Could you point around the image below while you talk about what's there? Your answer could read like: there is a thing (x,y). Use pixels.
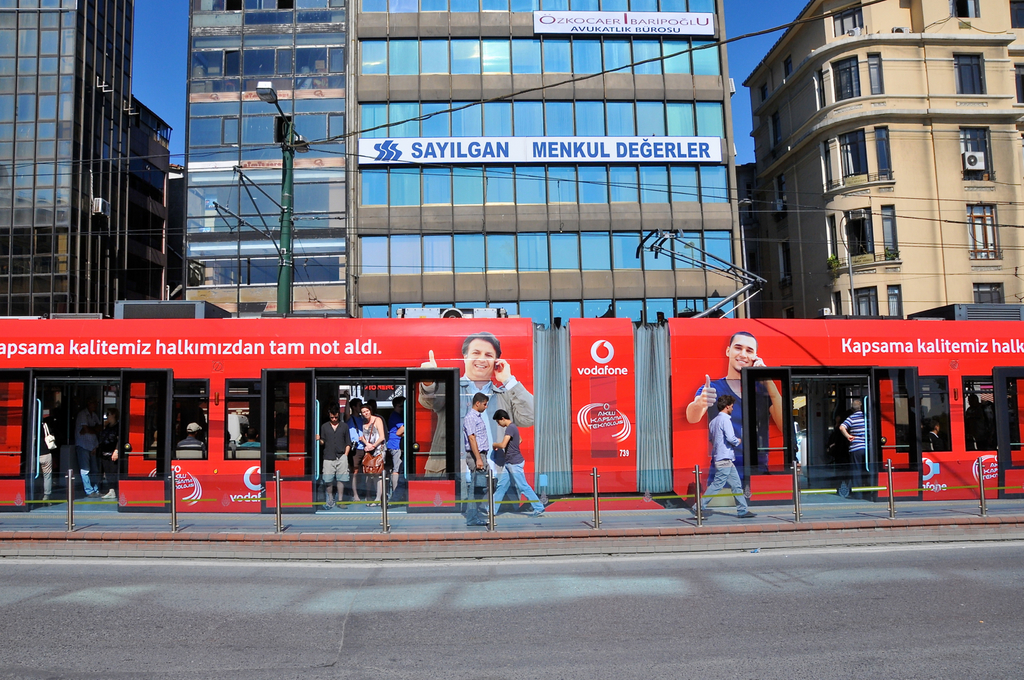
In this picture we can see a road (6,662). There are a few people (476,448) walking on the path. We can see some people (349,464) in the train (497,431). There is a street light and a few buildings (327,201) in the background (577,140).
